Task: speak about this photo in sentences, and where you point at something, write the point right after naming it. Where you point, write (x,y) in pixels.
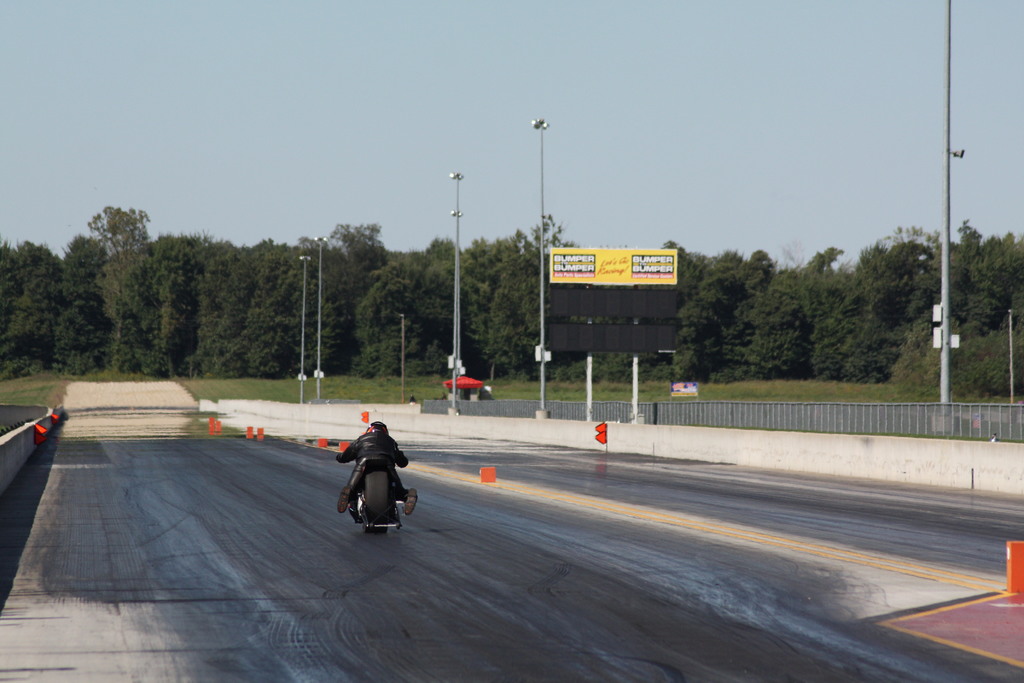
In this image I can see a person (354,481) is sitting on a vehicle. This vehicle (363,493) is on a road (448,475). In the background (257,356) I can see trees (206,367) and the sky (321,157). Here I can see poles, fence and the grass (228,386).
